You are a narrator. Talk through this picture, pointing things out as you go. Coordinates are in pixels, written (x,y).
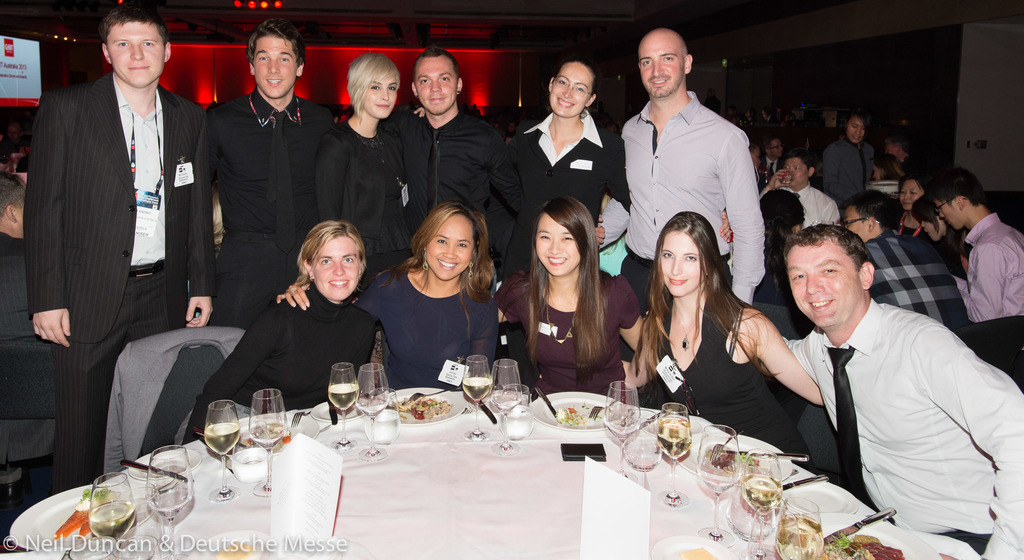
In the front side (440,210) 4 beautiful girls (660,305) are sitting on the chairs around dining table (360,504), there are wine glasses (801,547) on it. Behind the few persons (710,213) are standing and laughing.
